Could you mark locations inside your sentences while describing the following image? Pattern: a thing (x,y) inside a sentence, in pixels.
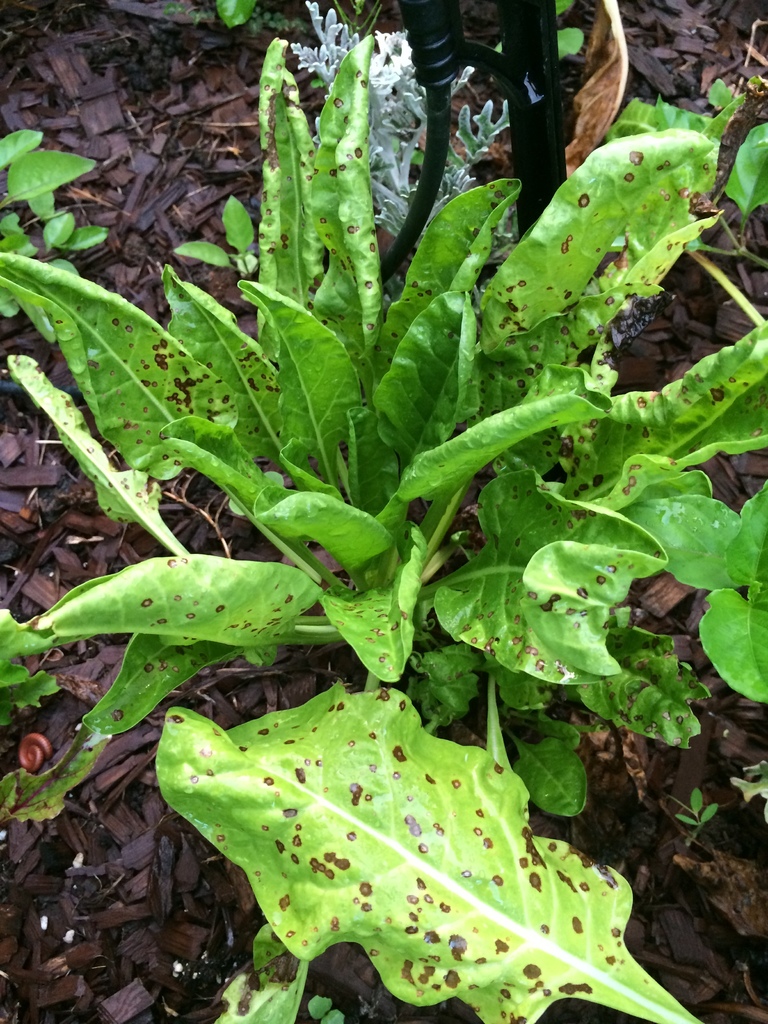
In this picture there are plants (425,282) and there is an object (512,13). At the bottom (90,987) there are wooden sticks (142,877).
